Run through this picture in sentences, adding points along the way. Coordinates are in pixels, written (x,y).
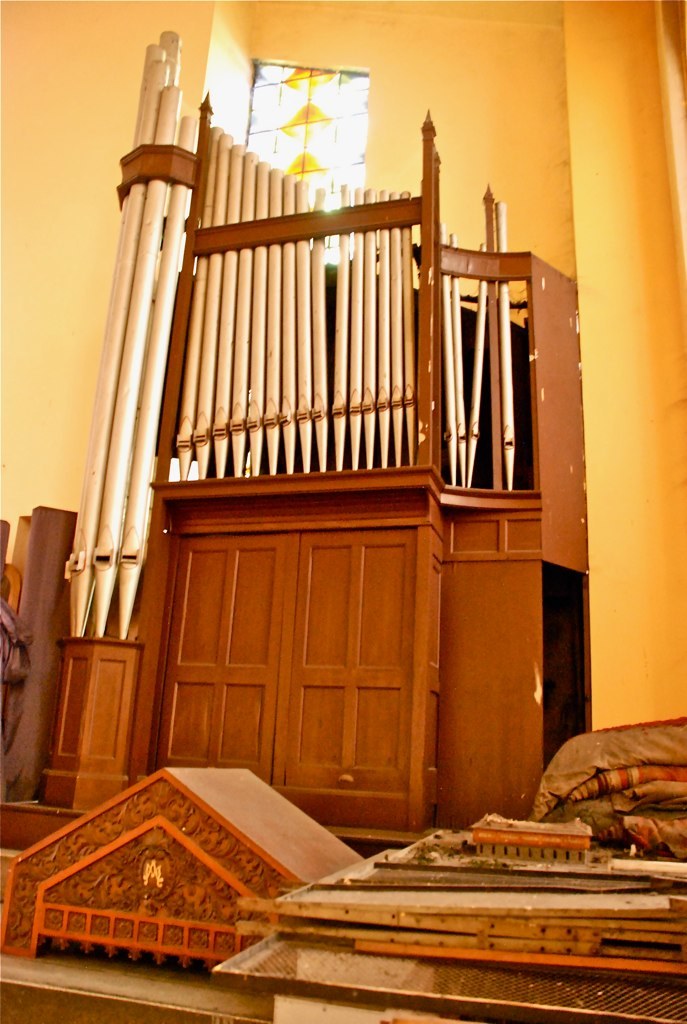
In this picture there is a wooden door (266,781) in the center of the image (314,578) and there are wooden boards (683,867) at the bottom side of the image (347,888), there is a window (251,134) at the top side of the image (278,119).
